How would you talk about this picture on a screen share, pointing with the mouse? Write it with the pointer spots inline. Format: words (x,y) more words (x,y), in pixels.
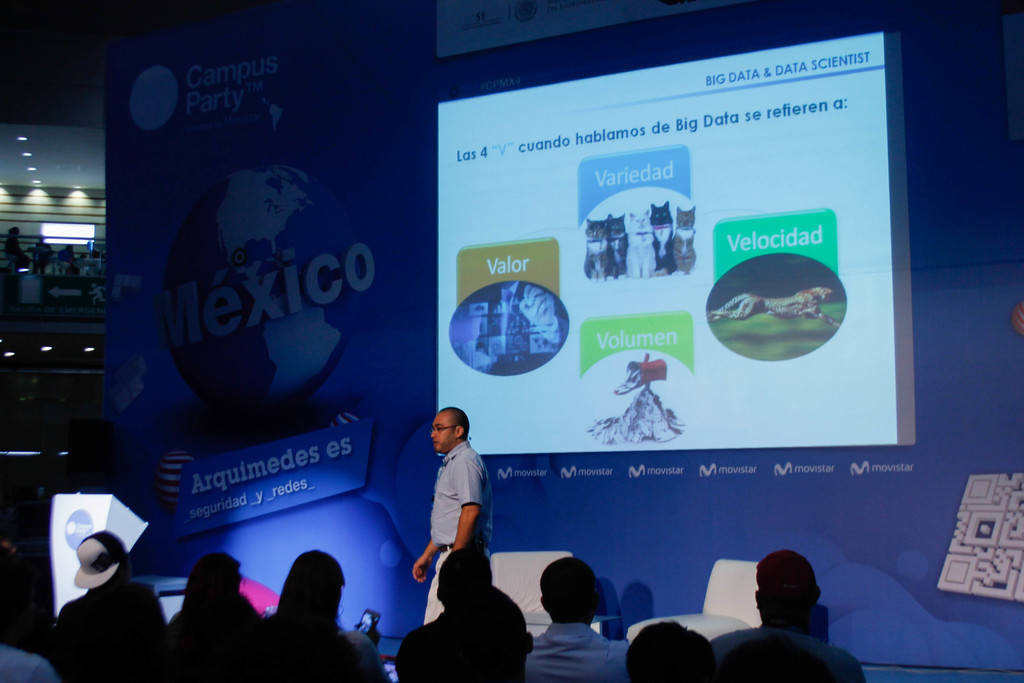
In this image there is a person (464,523) on the stage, behind the person (440,563) there are empty chairs (727,611), behind the chairs (516,590) there is a screen (527,382) and a poster (226,262), in front of the person (461,497) there are a few people (319,617). On the left of the image (61,268) there are a few people (12,250) sitting in the first floor (52,258) of the building (47,214) in front of them there is metal rod balconies (98,270) and there are lamps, on the stage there is dais (104,518).
